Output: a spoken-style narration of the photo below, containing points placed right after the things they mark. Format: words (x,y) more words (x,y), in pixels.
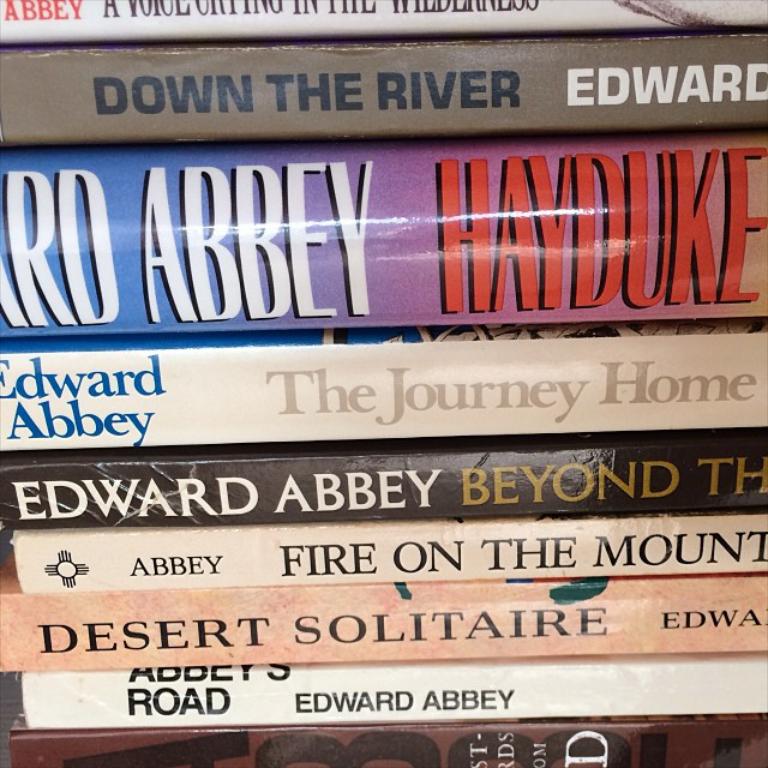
In this image we can see there are some books (344,578).
